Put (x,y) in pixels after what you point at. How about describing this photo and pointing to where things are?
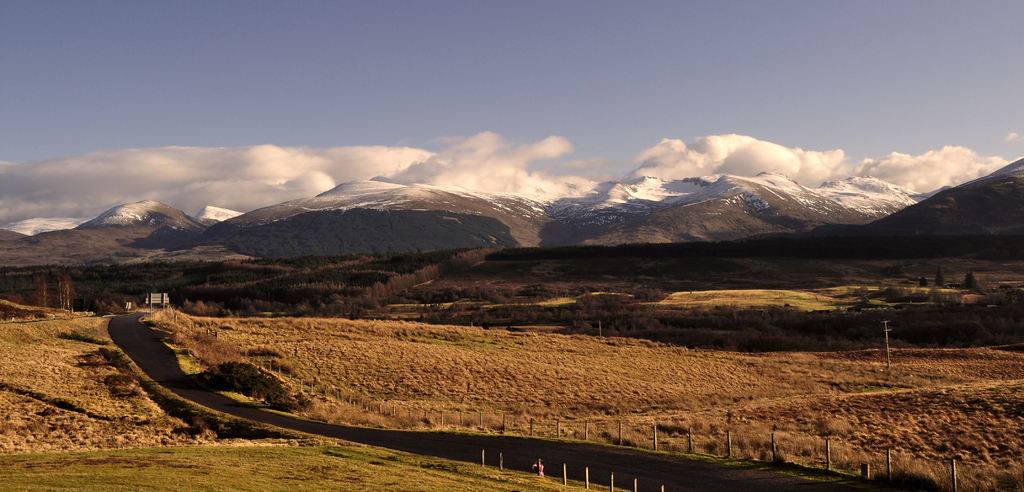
In the image there is an empty road (410,440) and around the road (649,478) the land (26,445) is covered with a lot dry grass (57,410) and in the background (77,248) there are some mountains (875,195).
